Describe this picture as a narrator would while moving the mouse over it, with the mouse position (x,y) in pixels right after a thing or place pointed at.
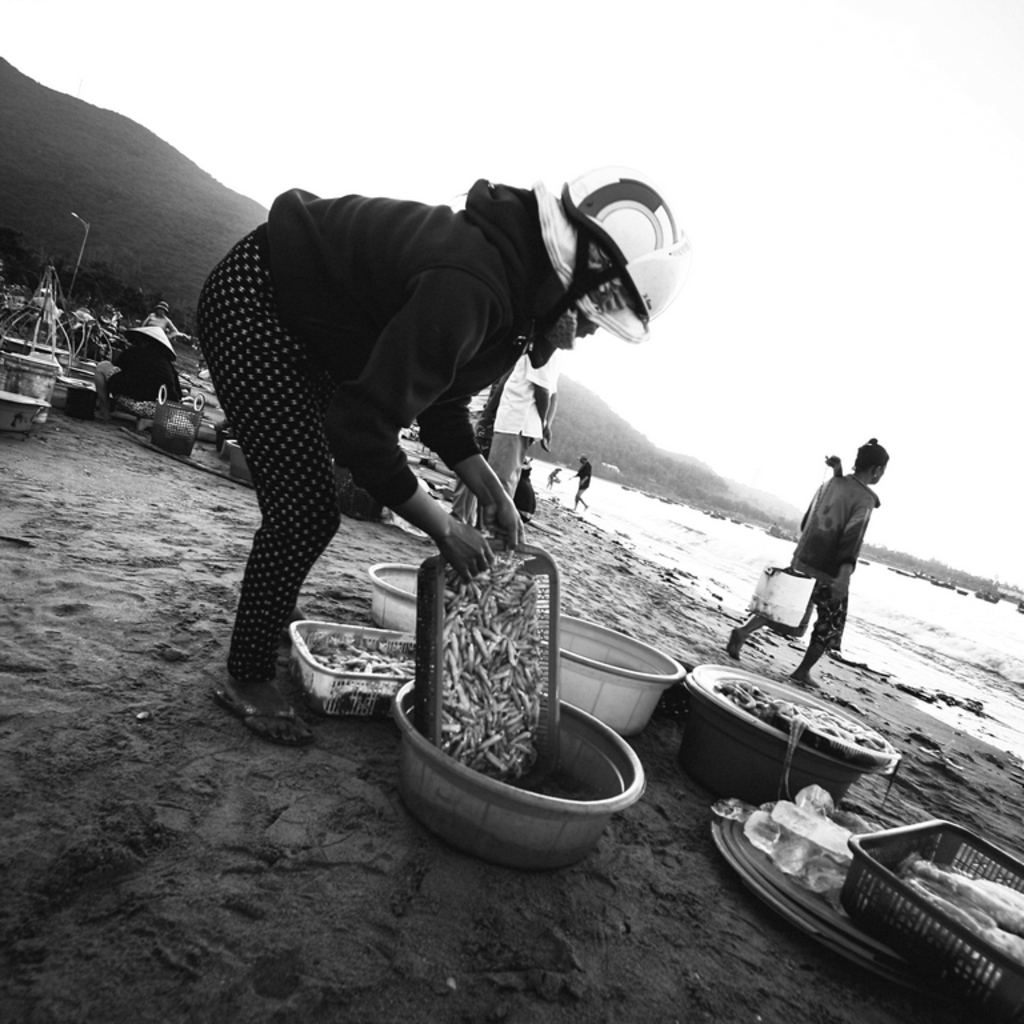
In this image we can see persons (321,517) standing on the sand (131,733) and fishes (474,683) in the baskets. In the background (103,235) we can see street light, street pole (84,235), hill (114,184), sea (683,544) and sky (473,160).
